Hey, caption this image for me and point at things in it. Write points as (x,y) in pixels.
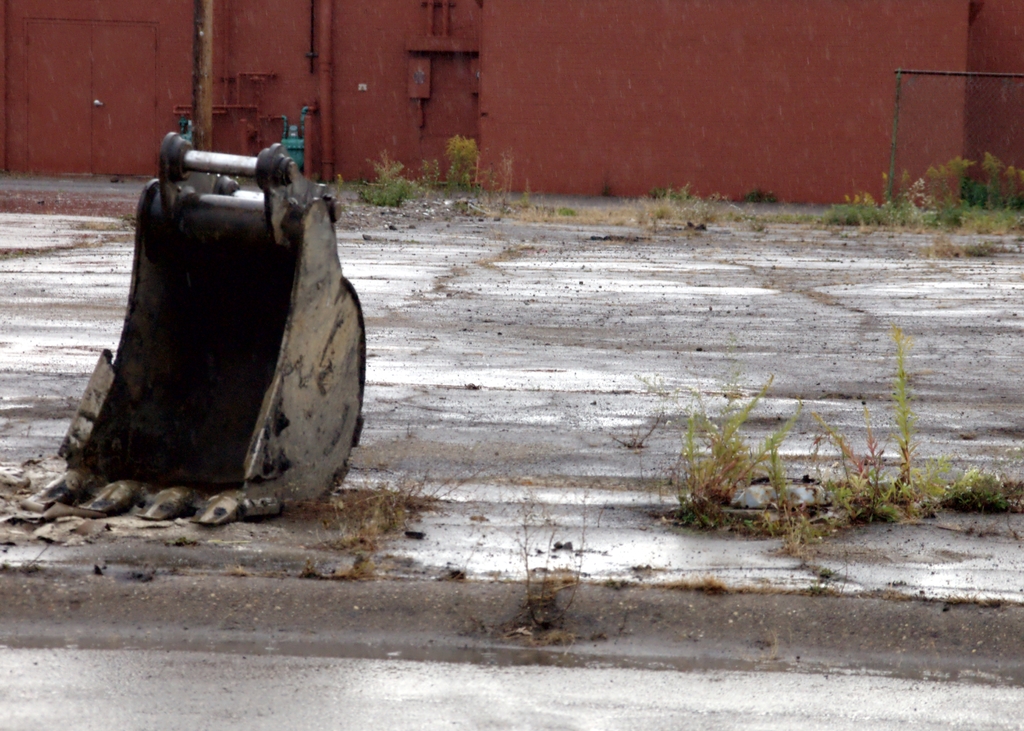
This image is taken outdoors. At the bottom of the image (588,635) there is a ground (622,623). In the background (517,110) there is a wall (657,126). On the left side of the image (55,490) there is a part of a crane (218,366).
